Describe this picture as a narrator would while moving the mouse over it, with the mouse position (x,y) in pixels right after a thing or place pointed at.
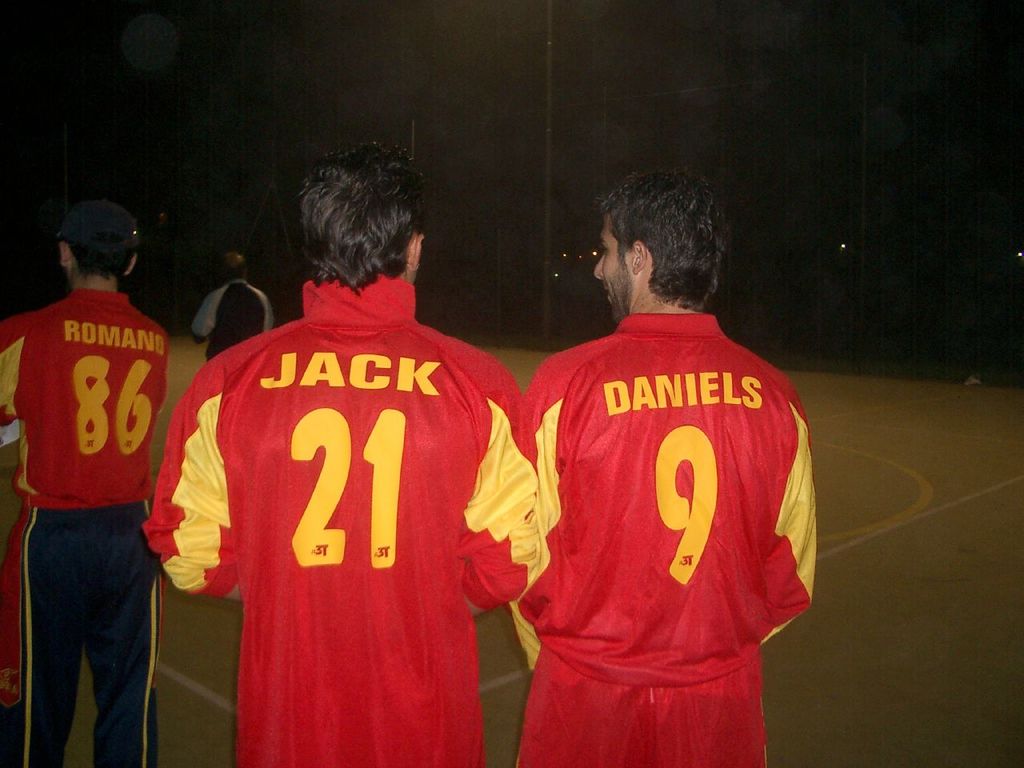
In this image we can see few people (272,374). One person (123,457) on the left side (59,446) is wearing cap (126,218). In the background (461,109) it is looking dark.
